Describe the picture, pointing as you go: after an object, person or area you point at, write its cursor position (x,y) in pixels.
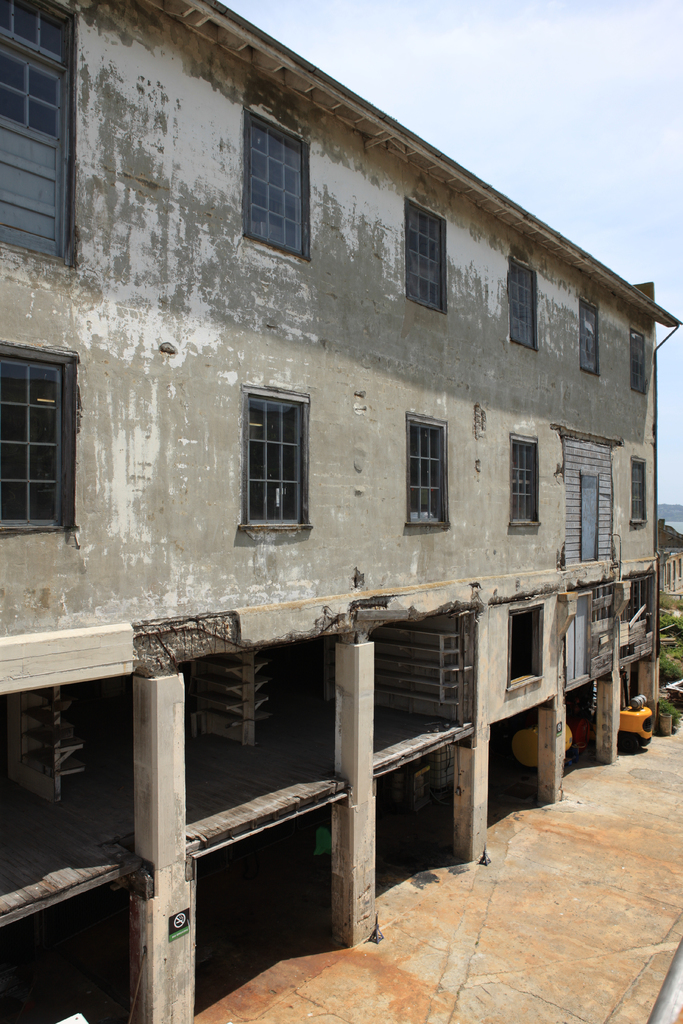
In this image, we can see a building (650,704) and the ground (421,928) with some objects (676,693). We can also see some grass (671,599) and a yellow colored object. We can see the sky (657,263).
